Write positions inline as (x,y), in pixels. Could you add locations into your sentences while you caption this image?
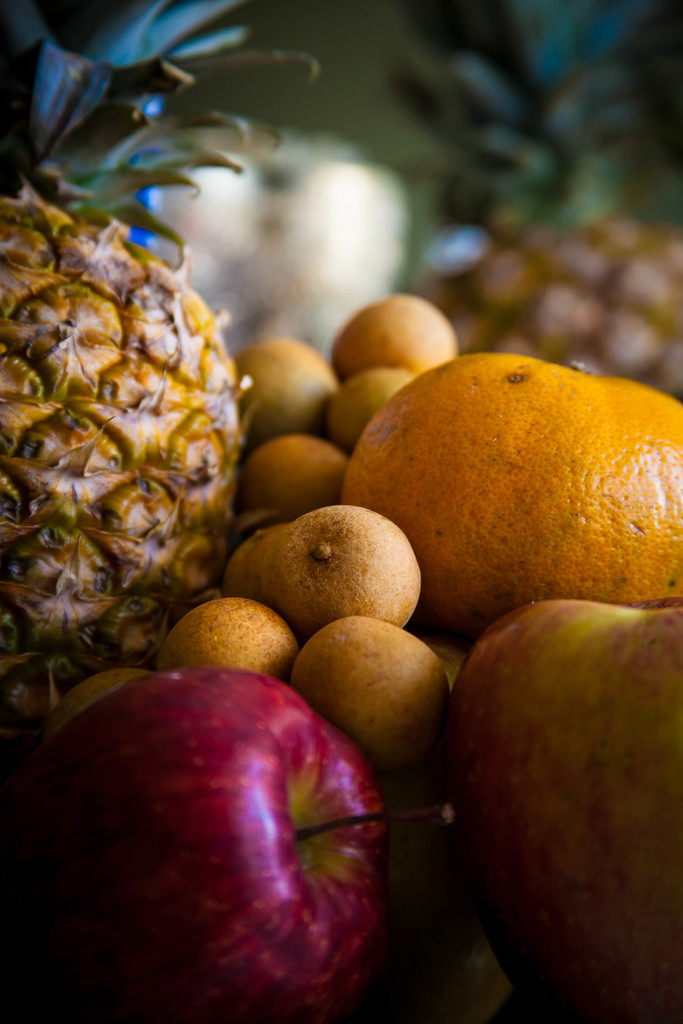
In the image we can see there are fruits (271,645) such as apple (249,783), orange (447,400) and pineapple (49,582).
